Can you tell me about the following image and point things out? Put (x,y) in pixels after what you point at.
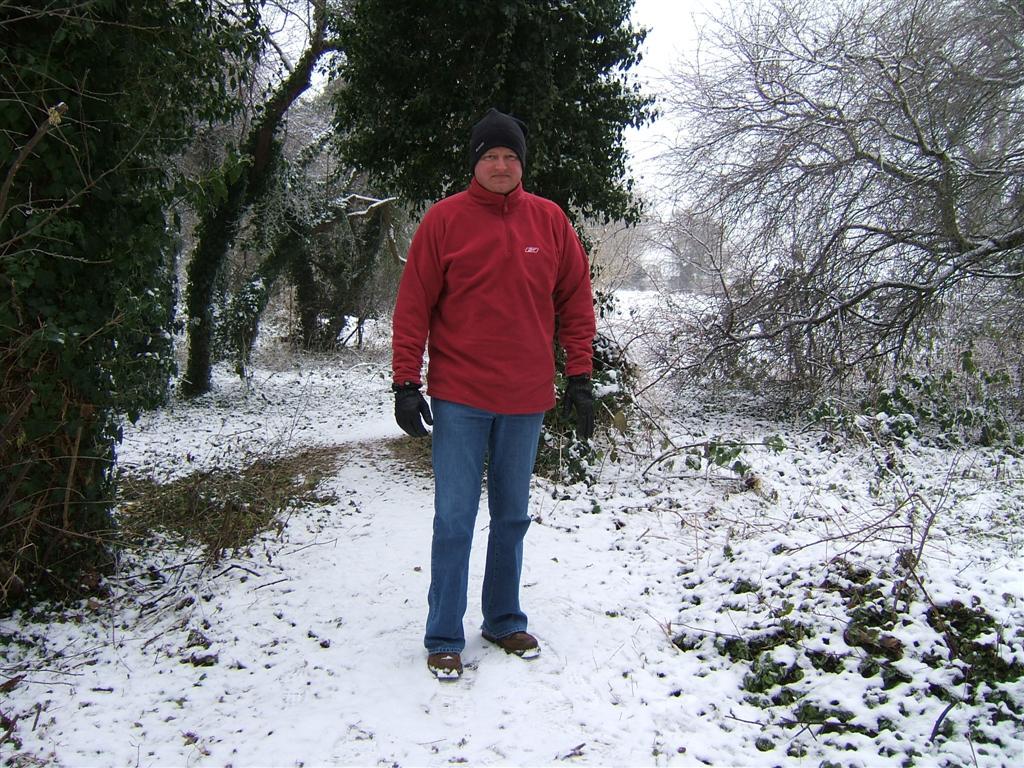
In this image I can see a person (484,423) standing and wearing red and blue color and black cap (484,121). Back I can see few trees (350,248) and snow (736,474).
